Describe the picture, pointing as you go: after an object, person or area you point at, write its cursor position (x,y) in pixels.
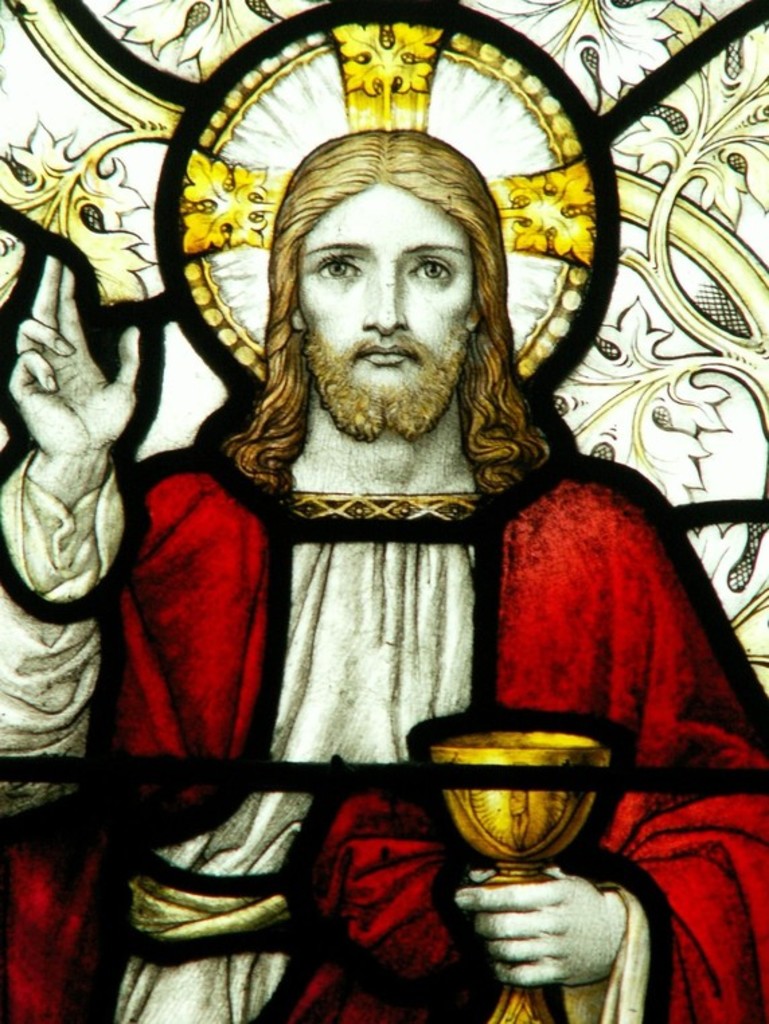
In this picture I can see the stained glass (332,504). I can see the design of the person (458,607) on it.
